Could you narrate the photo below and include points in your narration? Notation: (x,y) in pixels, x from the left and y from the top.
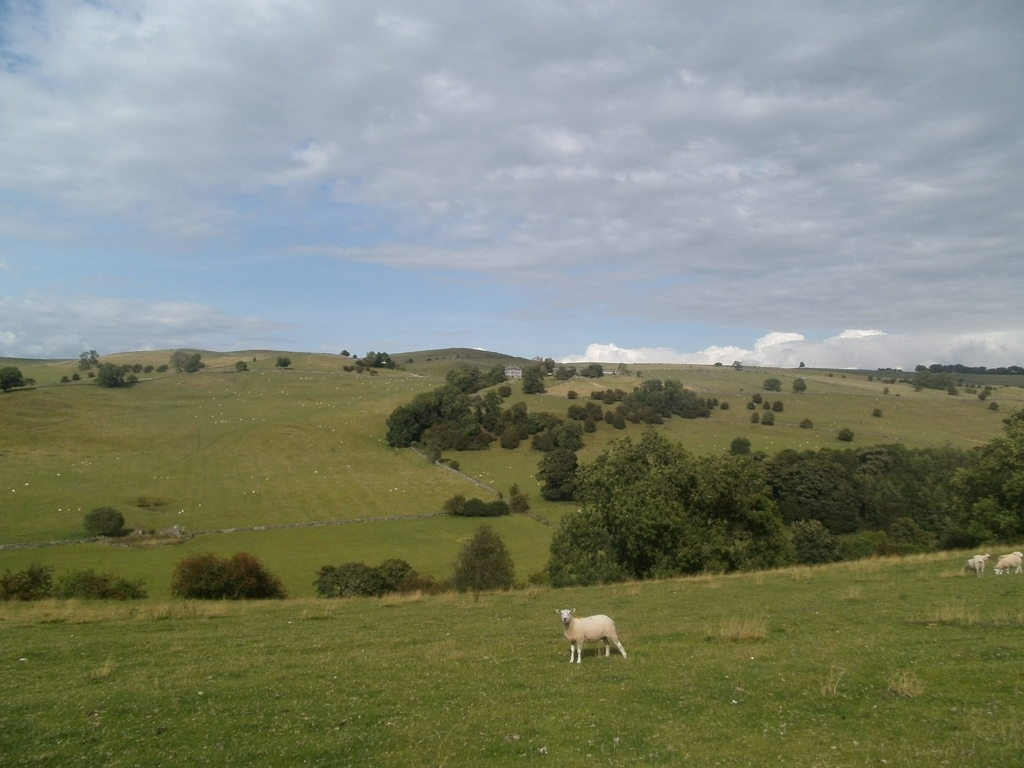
In the foreground of the picture (565,605) there are sheep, shrubs (67,593) and grass (407,593). In the center of the picture (573,442) there are trees (847,531), hills (338,418), grass (317,497) and field (703,393). Sky (667,218) is cloudy.
